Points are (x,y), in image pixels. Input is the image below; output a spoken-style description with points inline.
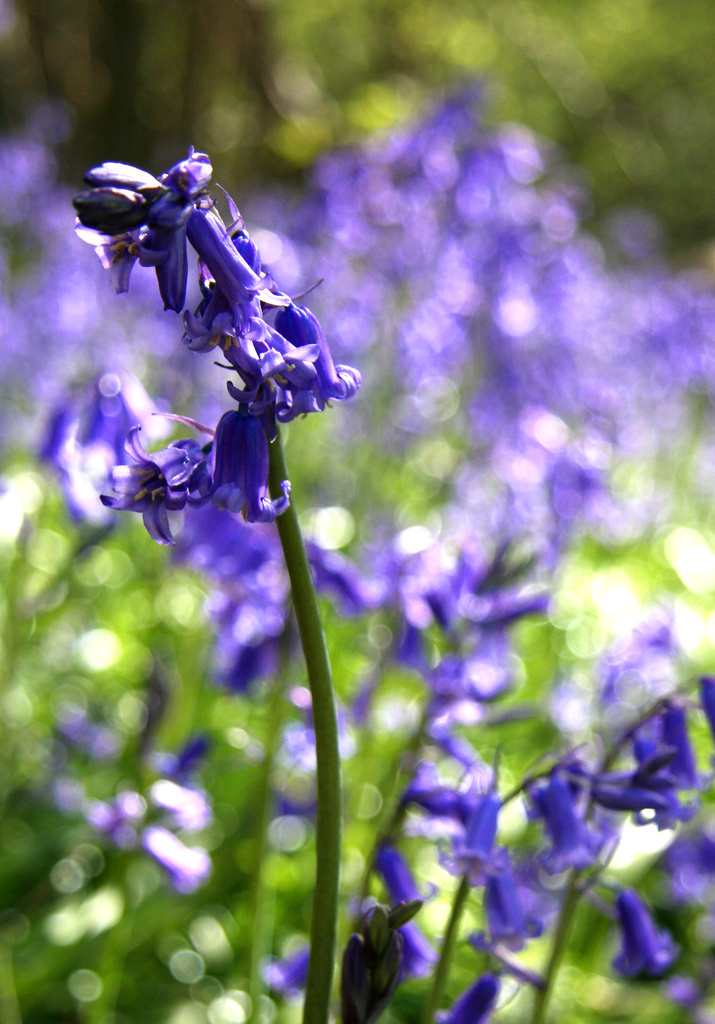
In the picture we can see plants (498,868) with flowers (210,288) which are violet in color and behind it, we can see some plants (188,294) and flowers (595,243) which are not clearly visible.
